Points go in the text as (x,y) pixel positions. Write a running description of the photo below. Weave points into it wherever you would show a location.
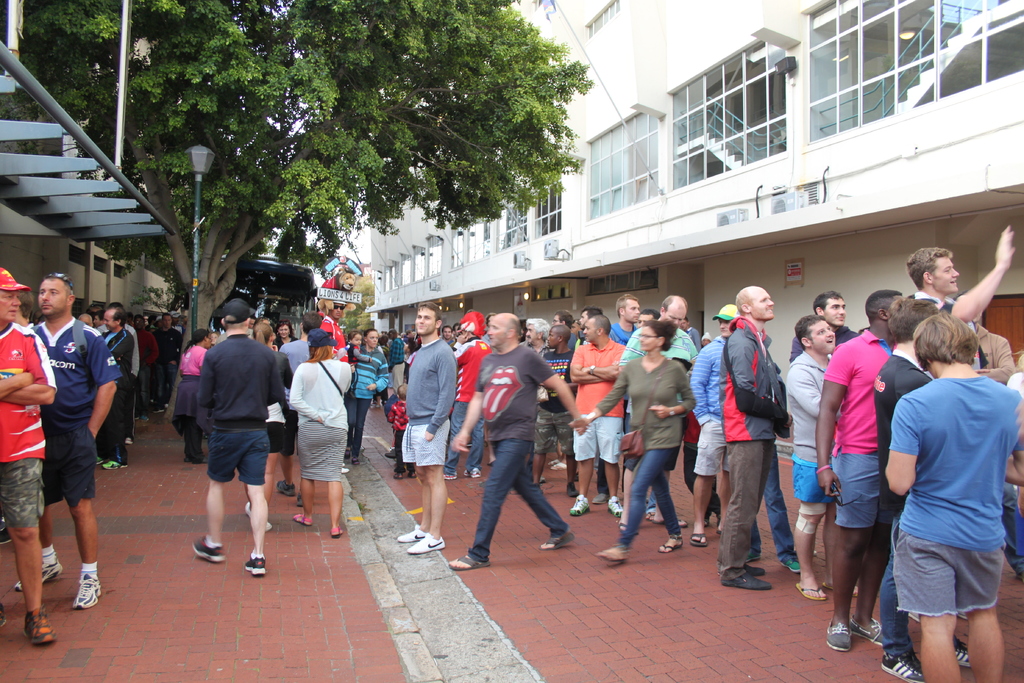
Here we can see crowd (98,336). In the background (218,268) there are trees (209,206), pole (16,48), light (202,164), and buildings (578,200).
